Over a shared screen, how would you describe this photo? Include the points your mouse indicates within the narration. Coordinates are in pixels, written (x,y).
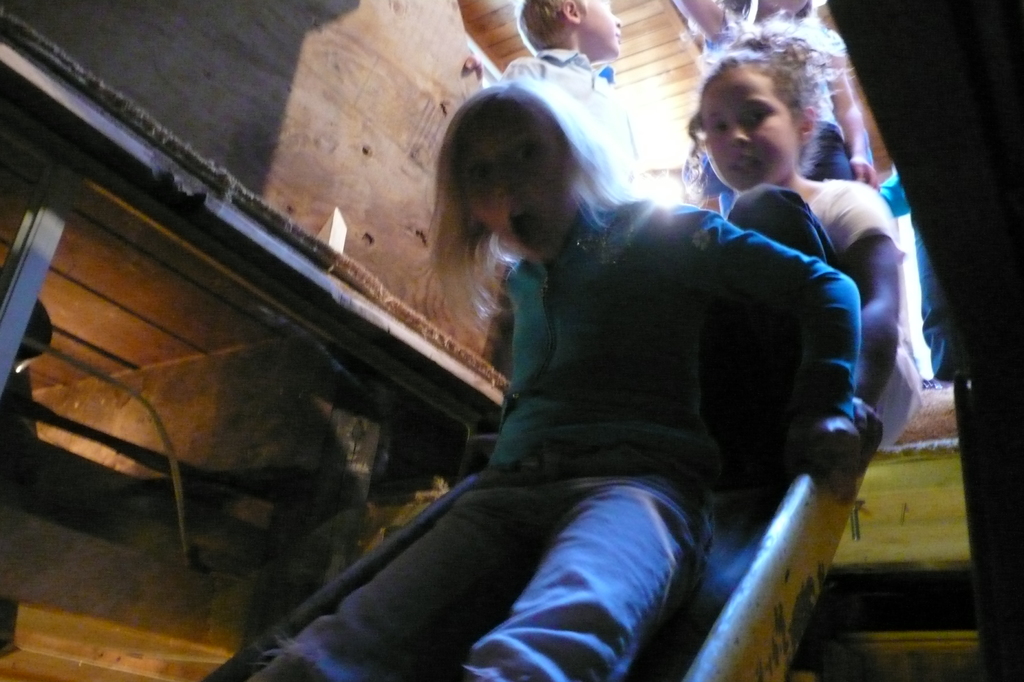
Few children (685,334) are playing with the slide (738,564), this person (661,366) wore t-shirt (624,376), trouser (611,520), it is a wooden house (271,284).
